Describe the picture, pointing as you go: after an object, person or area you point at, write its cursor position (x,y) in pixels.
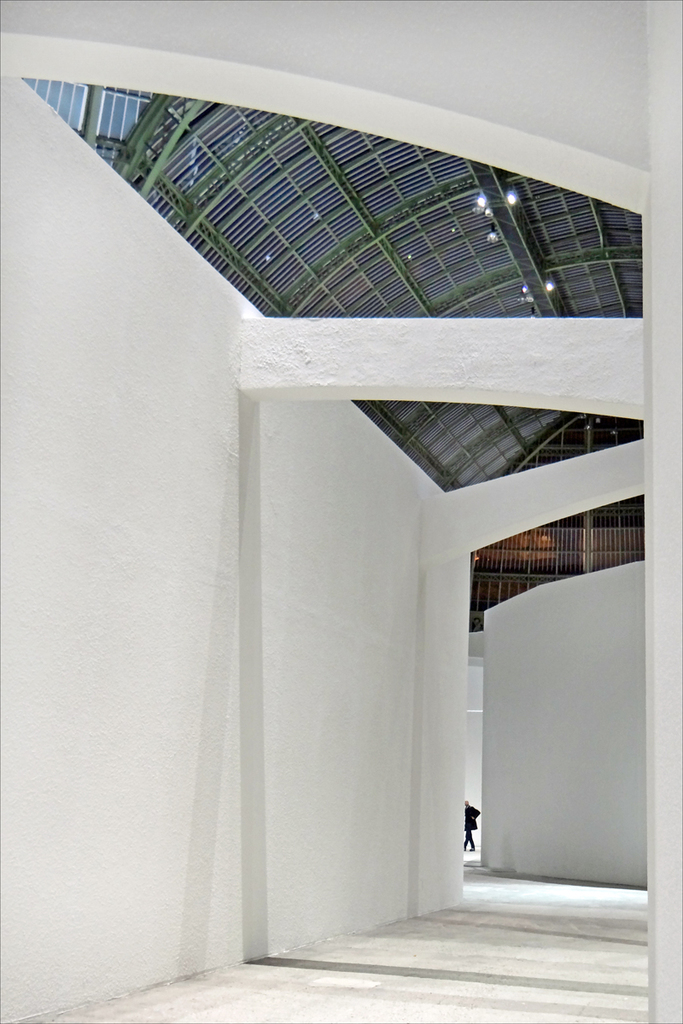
In this picture we can observe a path (438,962). We can observe a white color wall (112,694). In the background (473,842) there is a person (470,811).
